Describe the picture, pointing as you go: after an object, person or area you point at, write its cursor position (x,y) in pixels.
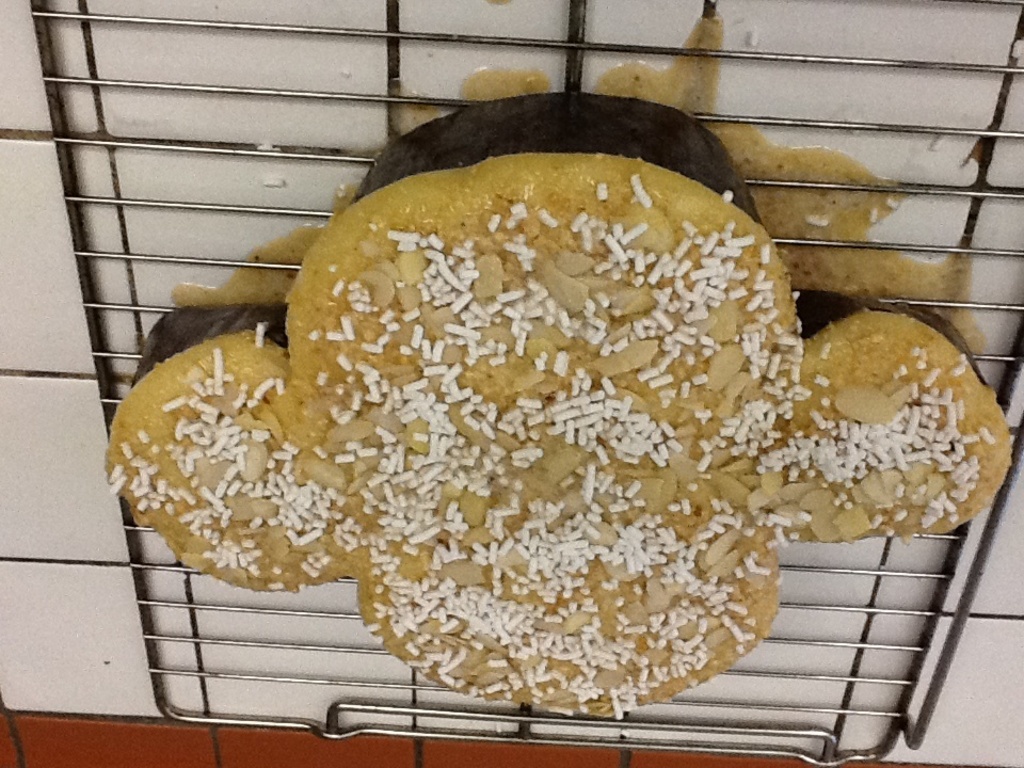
In the center of the image (555,367) there are food items (555,367) on the grill (580,4).
